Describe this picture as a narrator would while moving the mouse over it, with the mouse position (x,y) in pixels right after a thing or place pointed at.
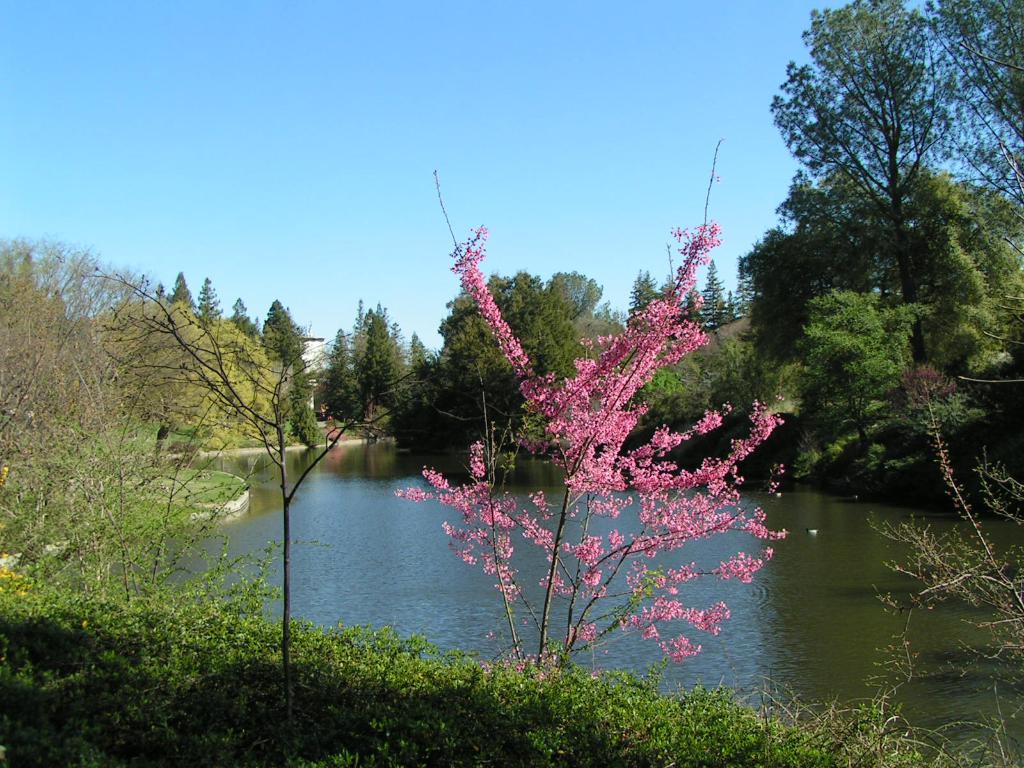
In this picture we can observe a pink color plant (592,490) on the ground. There are some plants (281,689) here. We can observe a pond (386,546) here. In the background (882,325) there are trees (470,363) and a sky (367,112).
